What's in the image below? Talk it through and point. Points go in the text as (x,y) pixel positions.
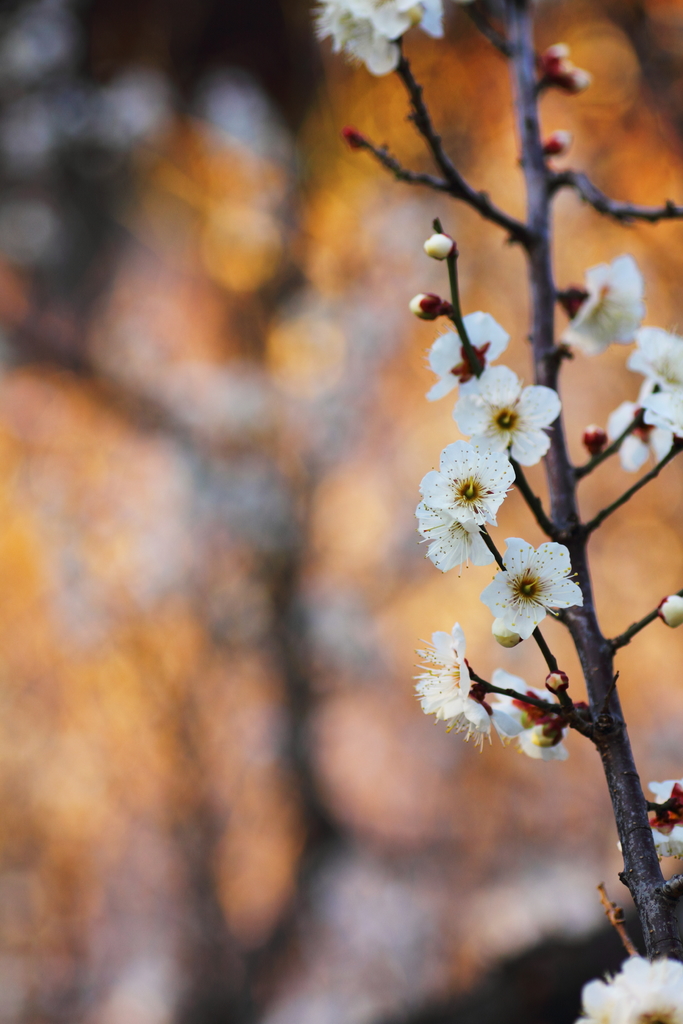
In this picture there are white color flowers (508,723) and buds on the plant (453,240). At the back (375,414) the image is blurry and there might be trees (267,739).
